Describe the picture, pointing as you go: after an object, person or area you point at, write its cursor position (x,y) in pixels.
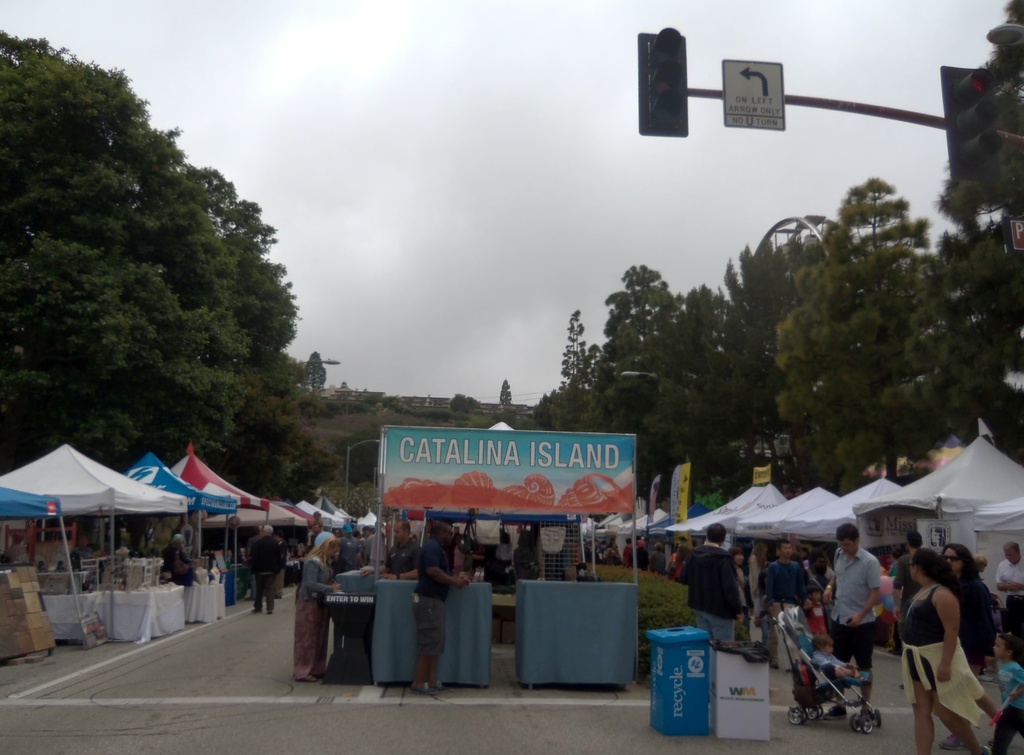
In this image there are tents (826,505) under the tents (804,505) there are tables (199,592) and there are people (863,600) walking and in the middle (499,474) there is a board (516,469), on that board (500,503) there is some text (455,460) and there are trees (672,393), in the top right (955,171) there is a signal light (963,71).
